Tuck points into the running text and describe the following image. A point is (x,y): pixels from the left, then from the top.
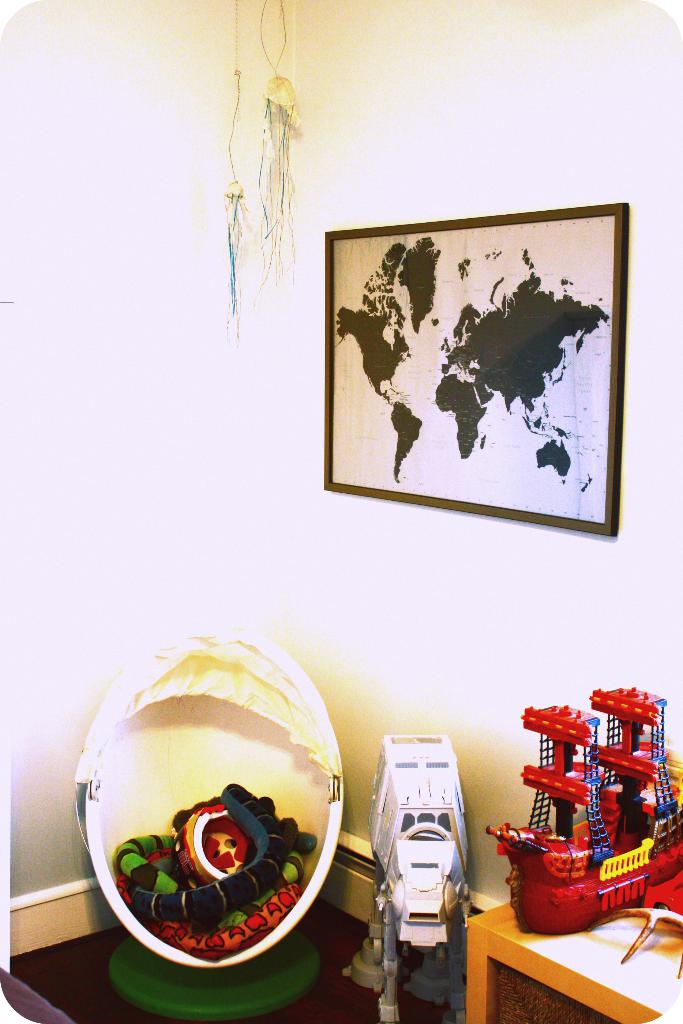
In this image I can see a frame (581,256) on this wall (652,325). I can also see a toy (524,886) on this table (560,972).
